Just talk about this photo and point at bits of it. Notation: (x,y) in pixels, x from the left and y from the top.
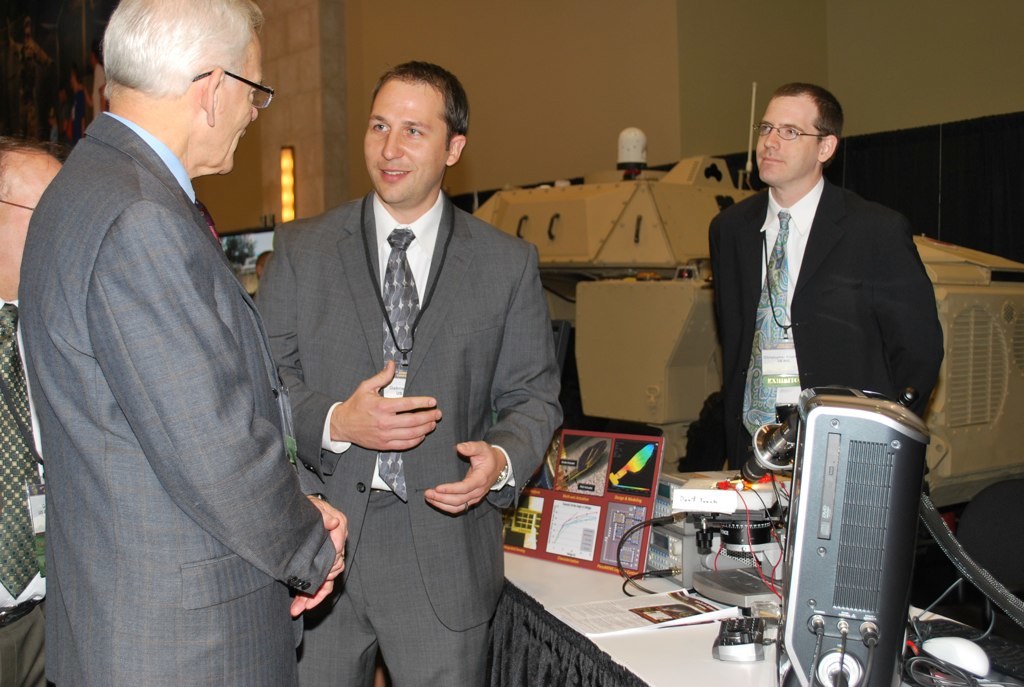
In this picture I can see a few people (454,337) wearing suits (427,359) and standing. I can see electronic devices (721,540) on the table (713,631). I can see the wall (536,104) in the background (564,70).
